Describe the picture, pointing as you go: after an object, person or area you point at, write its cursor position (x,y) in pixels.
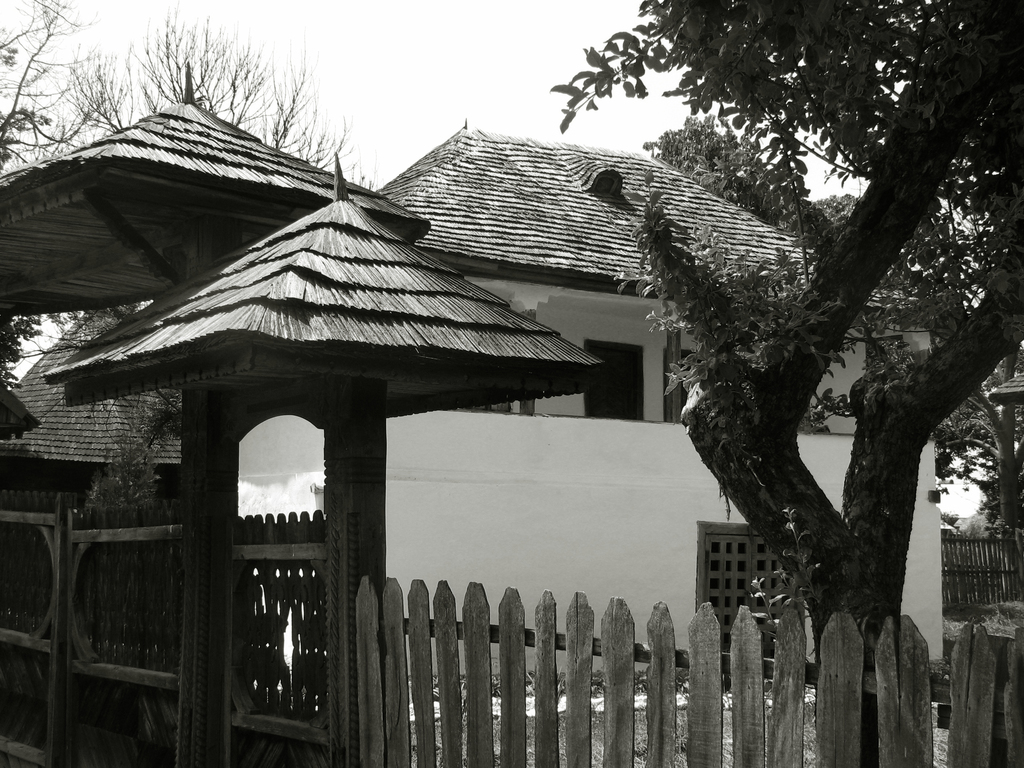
As we can see in the image there are houses (538,289), trees (818,339), fence (788,693) and on the top (354,11) there is sky (342,38).
